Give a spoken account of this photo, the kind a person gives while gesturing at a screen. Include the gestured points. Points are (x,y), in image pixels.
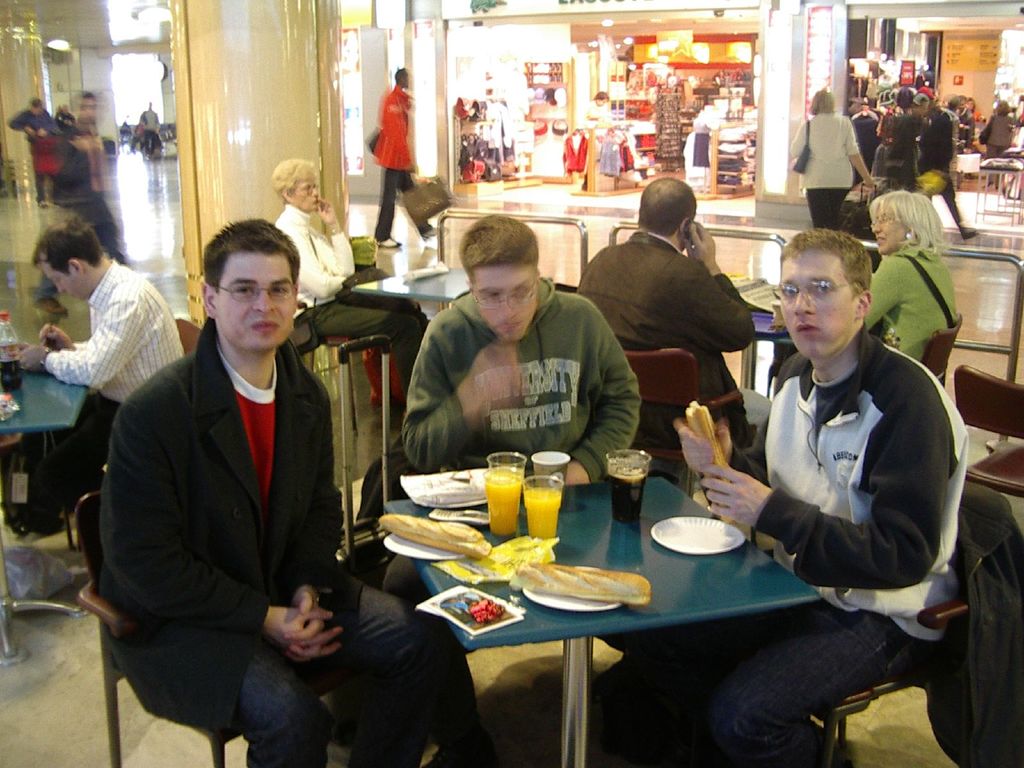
In this image, there are a few people (560,309). Among them, some people (169,402) are sitting on chairs (945,338) and some people (69,163) are standing. We can also see the ground (567,255). We can see some pillars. There are a few stores (745,170) with clothes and shelves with some objects (644,113). We can also see some lights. We can also see some tables (649,540) with objects (499,556) like food items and glasses (644,454) with liquids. We can see the fence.
